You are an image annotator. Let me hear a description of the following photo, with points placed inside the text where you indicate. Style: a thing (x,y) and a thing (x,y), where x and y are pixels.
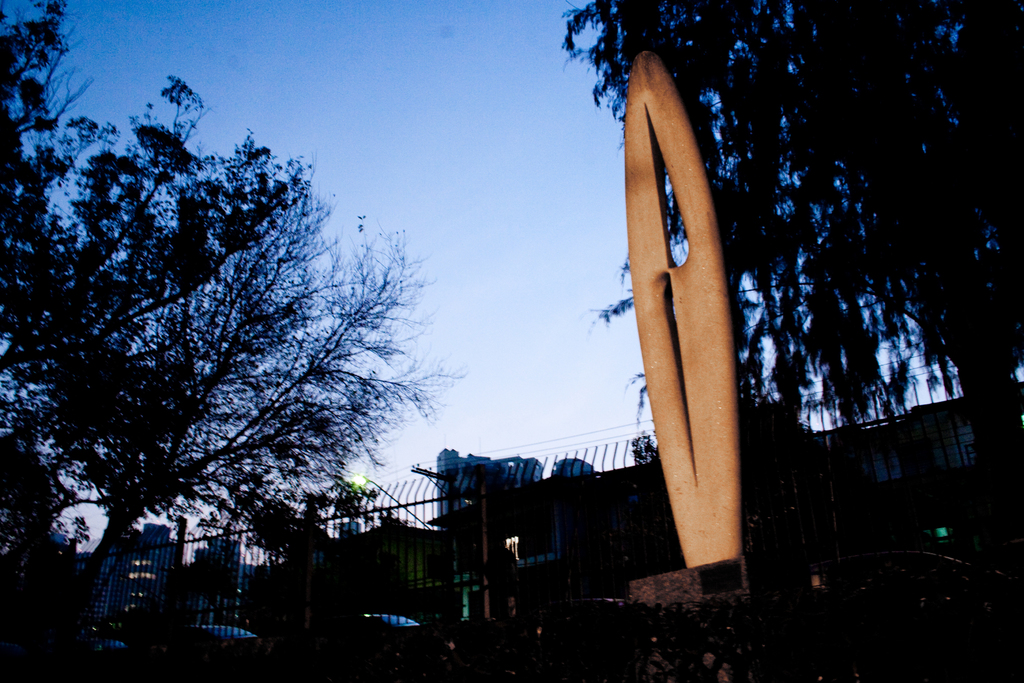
In this image, we can see a statue (681,508), grills (405,530), trees (918,85). Background (146,588) we can see few buildings (140,599) and vehicles (373,636). Here there is a sky (487,234).
